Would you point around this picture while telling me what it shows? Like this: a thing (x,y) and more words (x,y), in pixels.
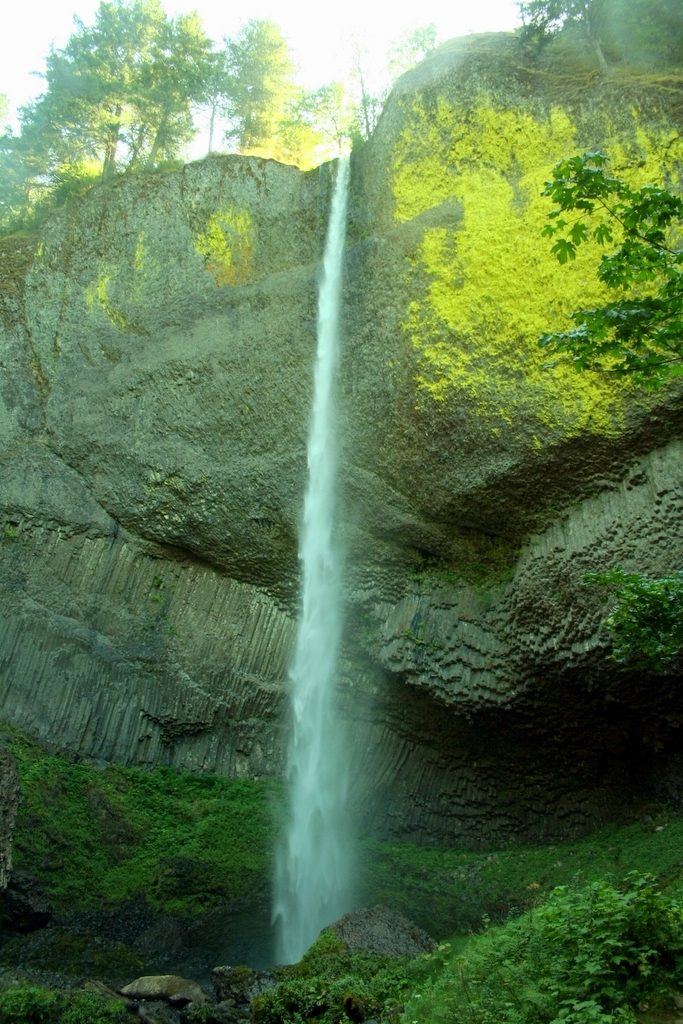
In this picture we can see a rock (350,379) and waterfall (308,681) in the middle (381,574), at the bottom (583,930) there are some plants (575,951), we can see trees (239,137) at the top of the picture (246,89).
